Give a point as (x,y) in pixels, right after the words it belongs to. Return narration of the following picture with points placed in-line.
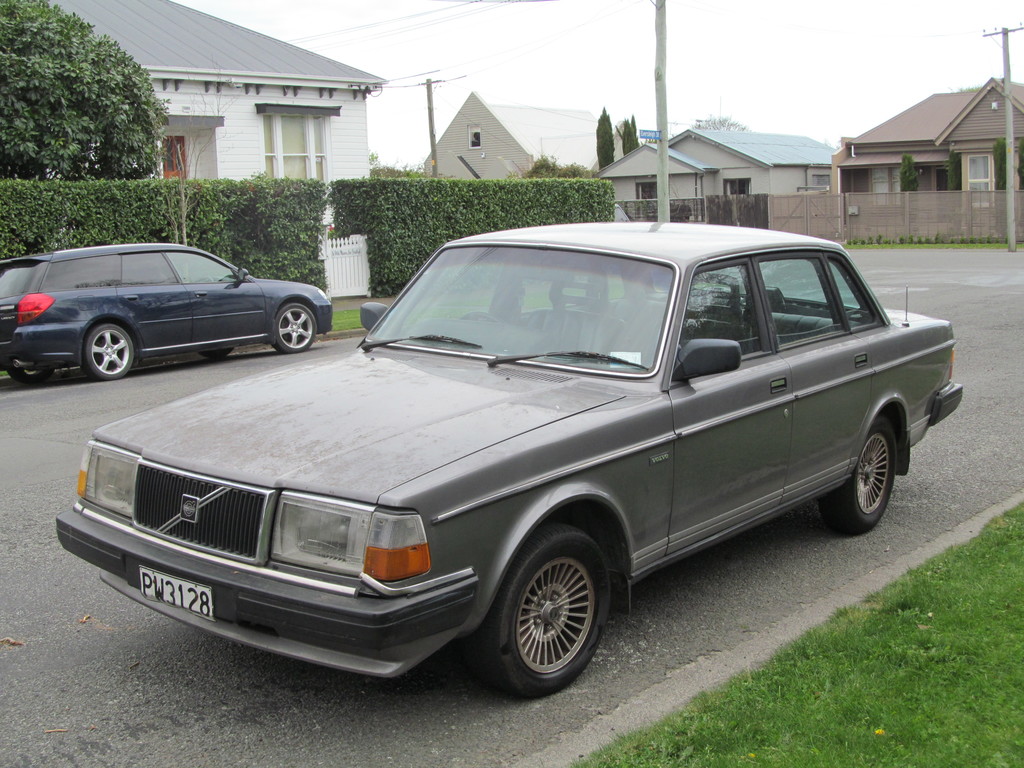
In this image, we can see some poles (431,123) and shelter houses (353,127). There are plants (379,213) beside the road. There is a tree (65,125) in the top left of the image (53,114). There are cars (395,304) on the road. There is a grass (944,716) in the bottom right of the image (936,705).
